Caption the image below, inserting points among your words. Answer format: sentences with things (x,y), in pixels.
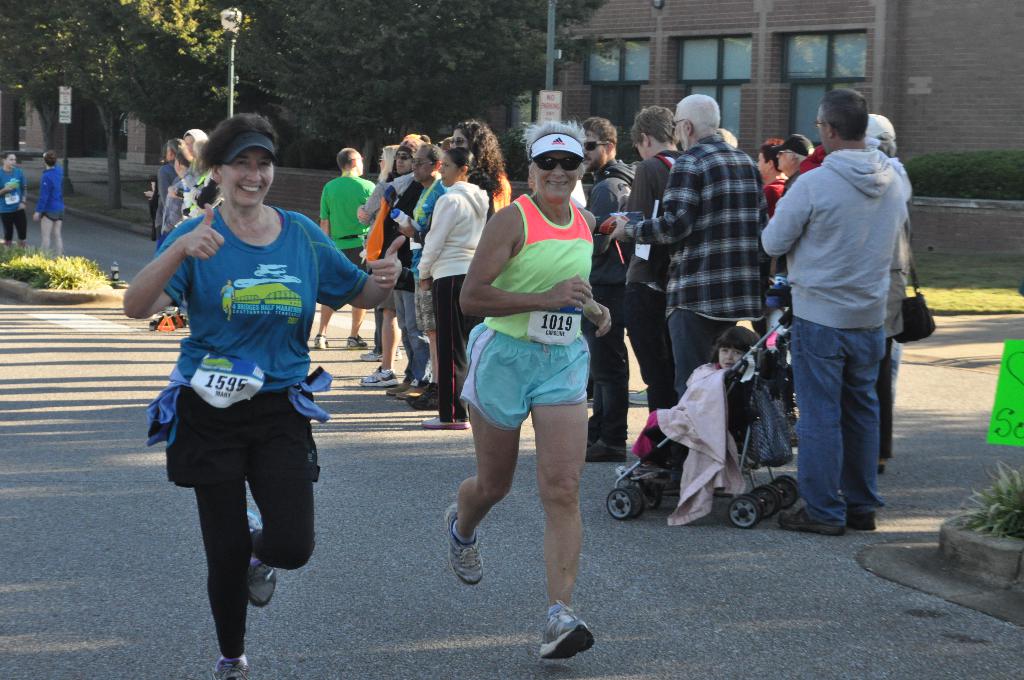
In the center of the image (522,337) there are persons (564,395) running on the road (339,438). In the background (169,140) there are persons (863,151), pole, building (615,78) and tree (436,33).
